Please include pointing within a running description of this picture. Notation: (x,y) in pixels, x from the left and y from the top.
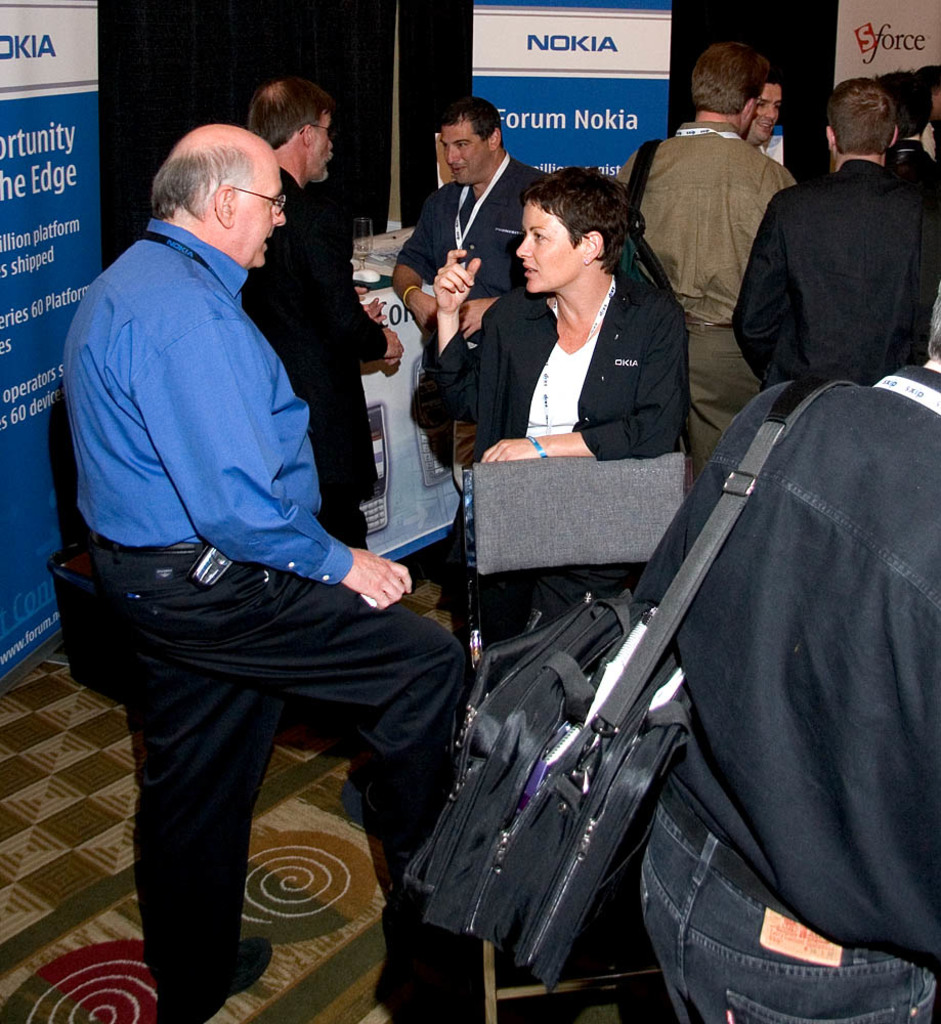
In the foreground of this image (450,797), there are few people (868,553) standing on the floor (277,935). On the right (826,940) there is a man (716,710) wearing a bag (612,725). In the background (70,265), there are few banners (591,109) and, a glass (355,243) and few objects (379,250) on the table (411,353).
